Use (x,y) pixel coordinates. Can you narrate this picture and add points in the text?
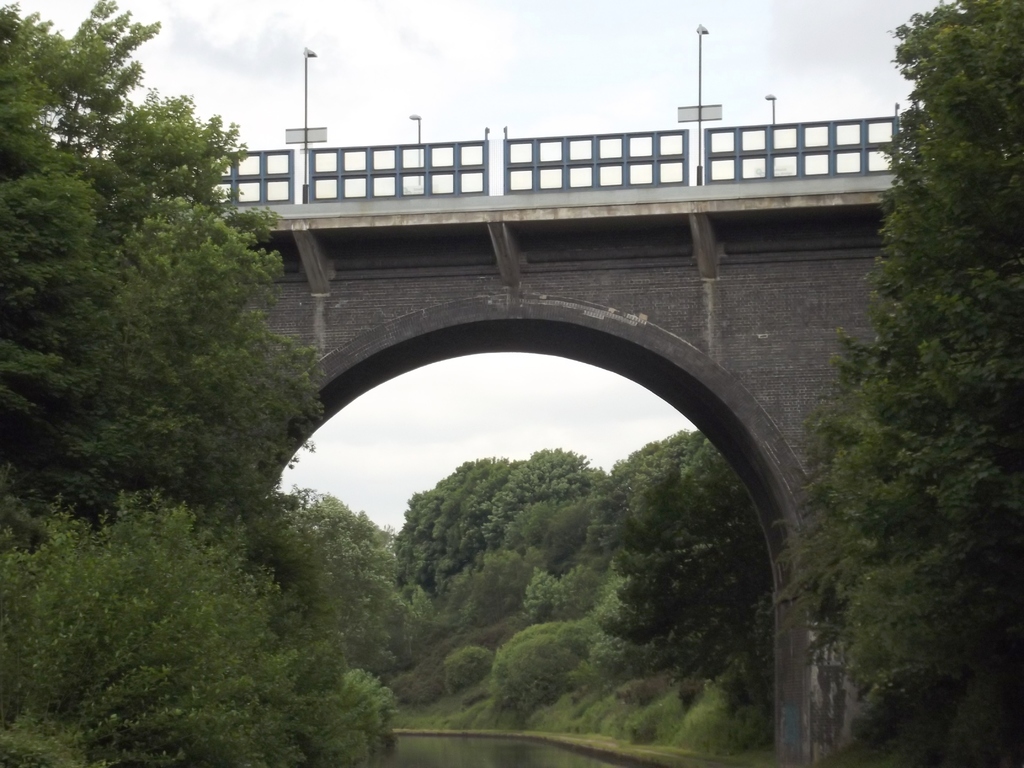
In this image we can see a bridge (464,207) with railings (450,178), light poles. Also there is an arch (464,304). On the sides there are trees (908,660). At the bottom (522,752) there is water (492,746). In the background (385,424) there is sky (369,57).
